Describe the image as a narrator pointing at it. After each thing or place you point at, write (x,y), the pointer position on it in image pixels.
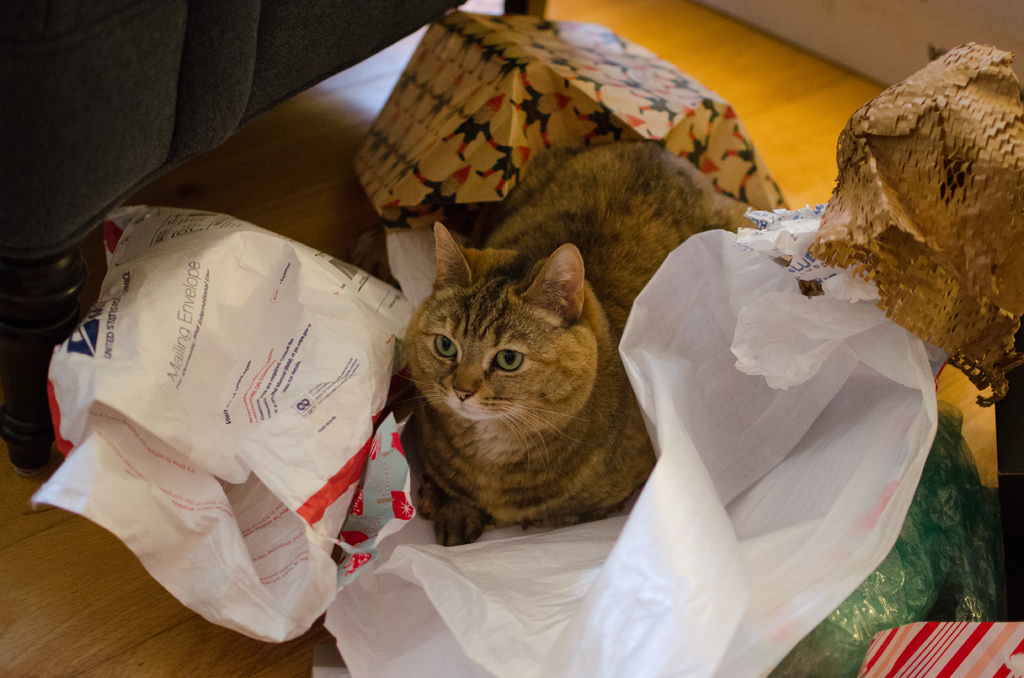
In this image I can see few white colour plastic covers (373,365), a brown colour cat (618,346) and few other stuffs (982,661). Here I can see something is written at many places.
